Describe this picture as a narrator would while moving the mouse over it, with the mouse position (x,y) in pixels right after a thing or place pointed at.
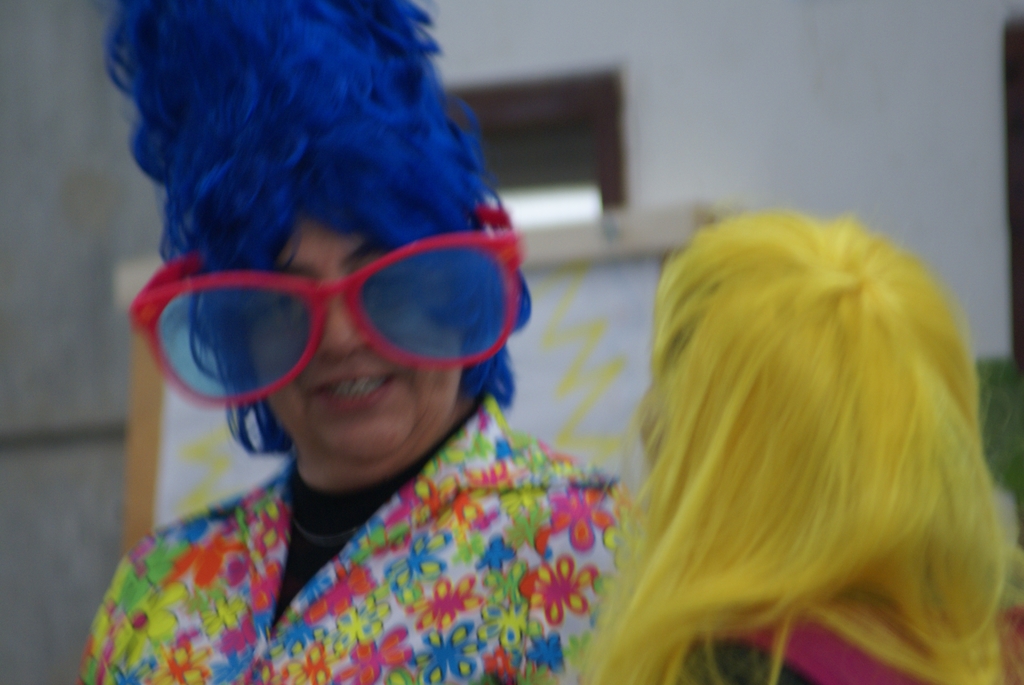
In this image in the foreground (938,523) there are two persons (464,420) who are wearing some costumes (808,459), and in the background (538,340) there is a board (178,449) and a window (537,183).
